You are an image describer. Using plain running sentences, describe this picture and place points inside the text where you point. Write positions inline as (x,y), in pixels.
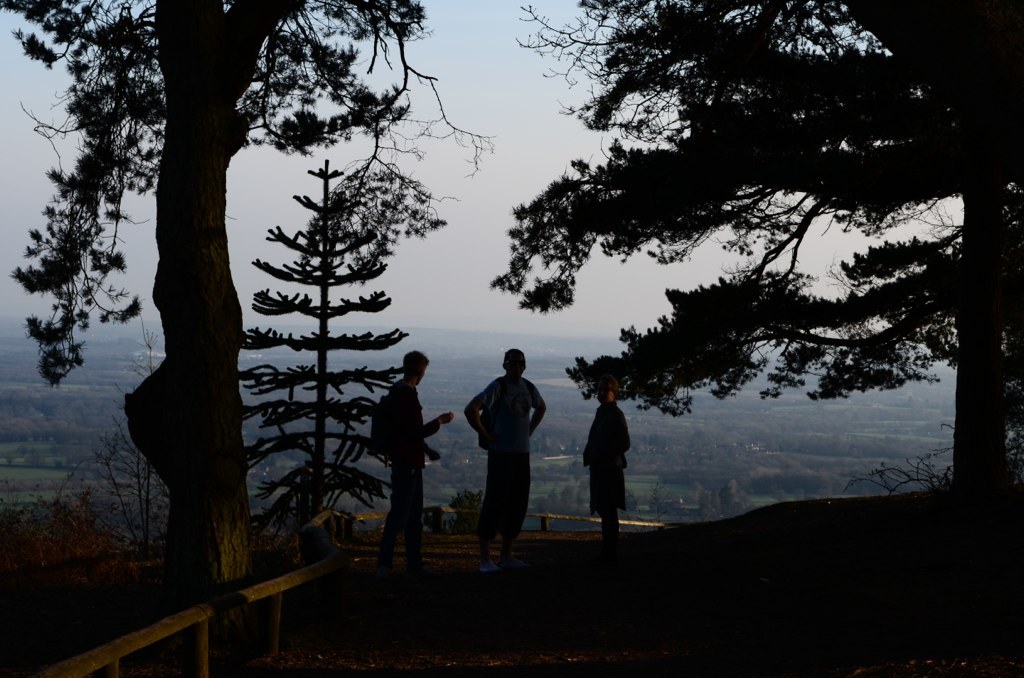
In the center of the image (501,411) we can see people (483,522) and there are trees (781,331). In the background (526,366) there are hills (421,328) and sky (523,197). On the left (96,666) there is a fence (319,570).
